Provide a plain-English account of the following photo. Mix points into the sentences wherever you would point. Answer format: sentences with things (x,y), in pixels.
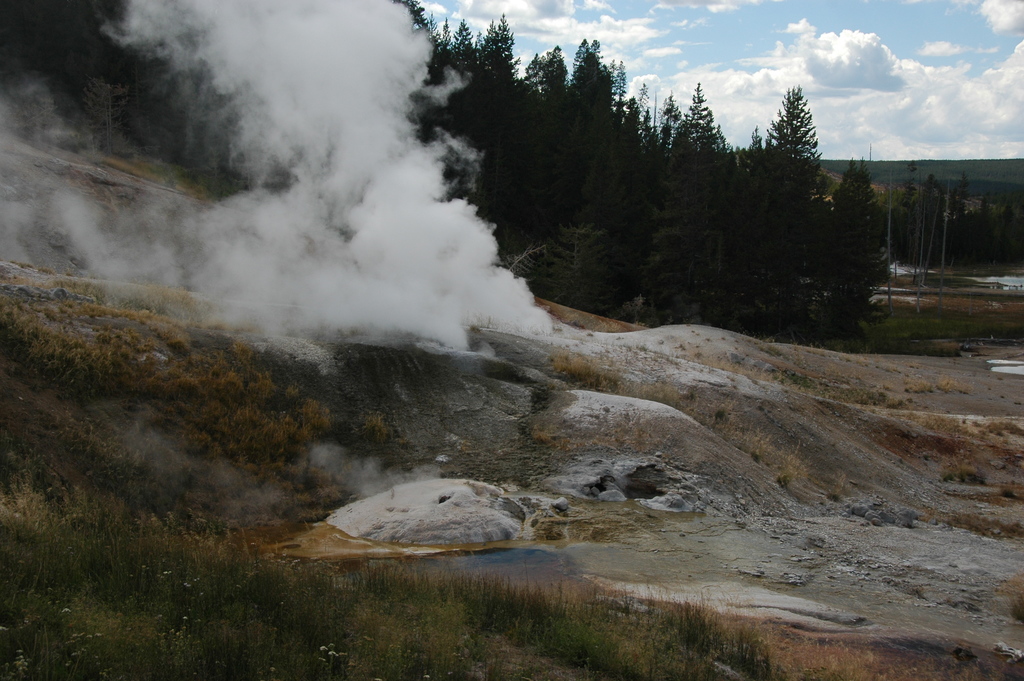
This image is taken outdoors. At the top of the image (567,33) there is the sky (826,69) with clouds (907,105). At the bottom of the image (422,620) there is a ground (591,594) with grass (146,495) on it and there are a few stones (453,507) on the ground (648,439). In the background (540,124) there are many trees (659,168) and plants (958,327) on the ground (929,317). In the middle of the image (374,315) there is smoke (508,328).
